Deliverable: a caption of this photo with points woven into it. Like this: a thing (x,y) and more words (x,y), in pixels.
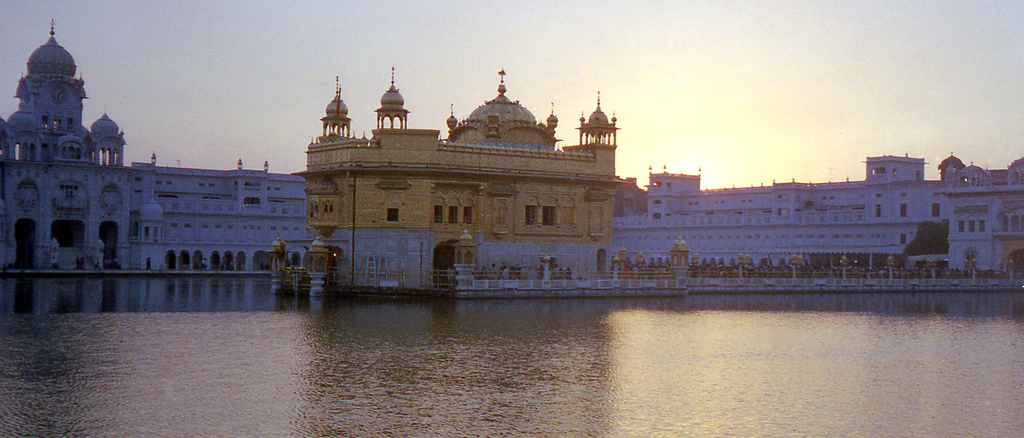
In this image I can see water (387,353) in the front (656,349) and in the background (345,290) I can see The Golden Temple (487,259), few white colour buildings (616,254), the sky (781,173) and the sun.
